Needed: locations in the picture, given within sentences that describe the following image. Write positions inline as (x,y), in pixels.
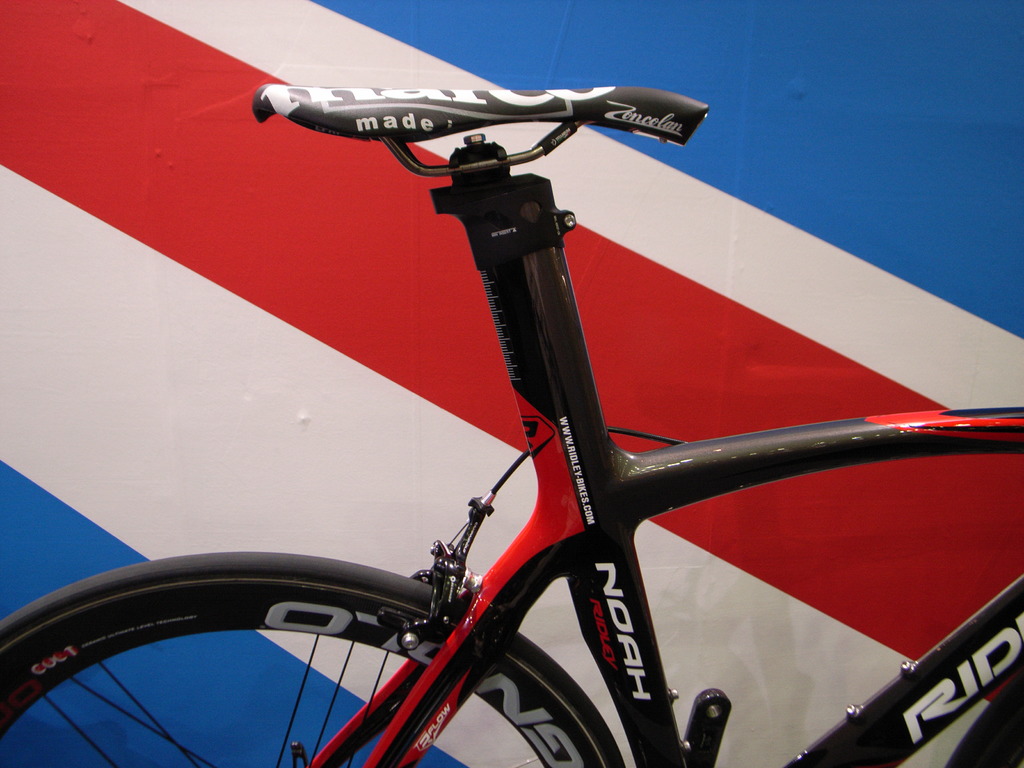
In this image, we can see a bicycle wheel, tyre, seat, rods (654,509), wire (510,466). Background (63,537) we can see blue, white and red cross lines (372,395).
